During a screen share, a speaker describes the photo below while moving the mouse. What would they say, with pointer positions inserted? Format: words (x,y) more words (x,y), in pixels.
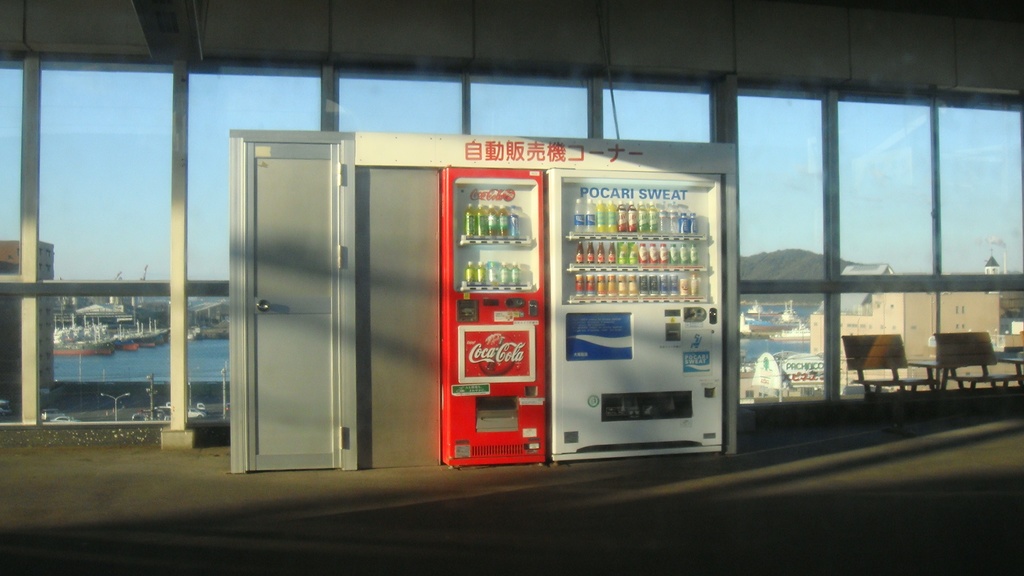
In this image we can see vending machines (565,330). At the bottom of the image (453,517), we can see the land (760,515). There are benches (955,371) and tables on the right side of the image (946,355). In the background (838,223), we can see glass windows (156,254). Behind the glass (859,265), we can see ships (133,337) on the surface of water (748,349), buildings (999,303) and mountains (811,268). The sky (701,139) is in blue color.
